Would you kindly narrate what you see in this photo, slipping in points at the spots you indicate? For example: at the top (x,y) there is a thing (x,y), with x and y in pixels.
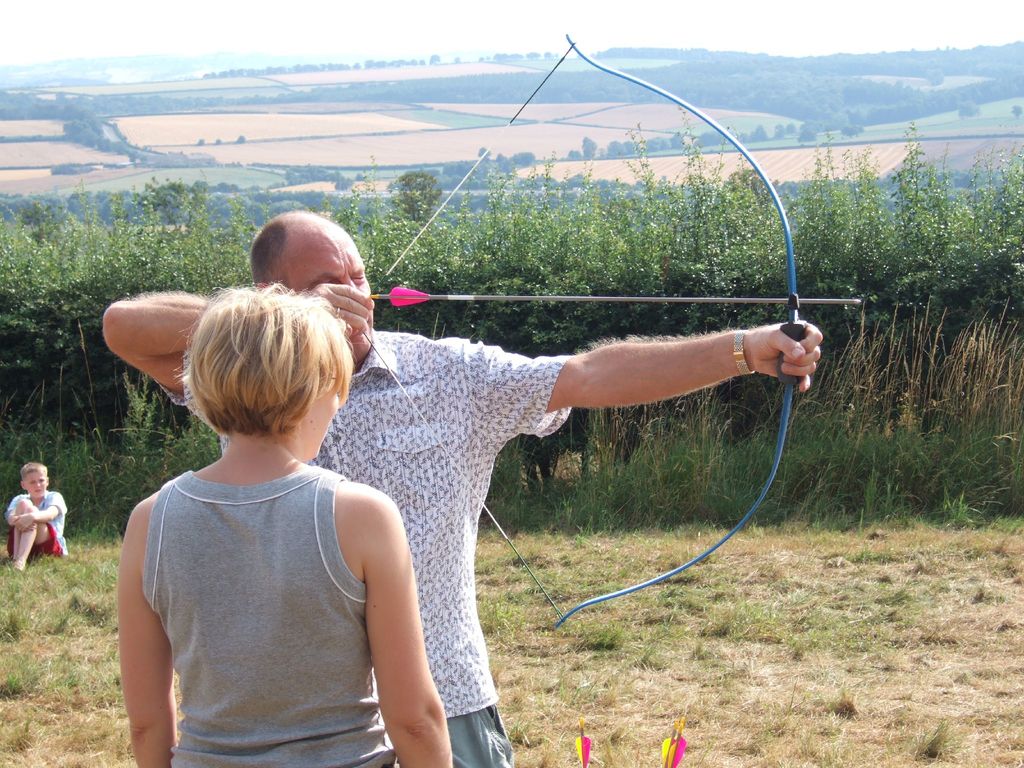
In this image we can see one person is holding an arrow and bow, beside that we can see two other people (247,573). And we can see grass (30,562), beside that we can see plants (875,270). And we can see open land (633,125), beside that we can see hills (206,83). And at the top (405,18) we can see the sky (589,7).
